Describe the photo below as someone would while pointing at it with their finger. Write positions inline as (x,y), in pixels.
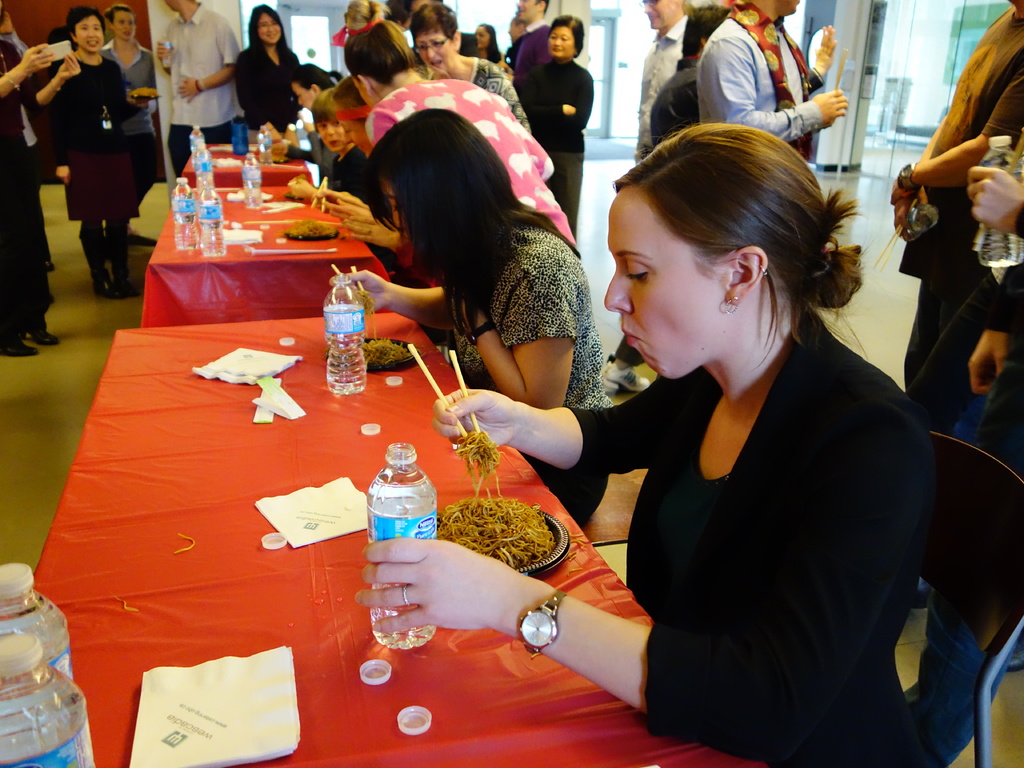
There are group of people (452,47) in this image sitting and standing. In the front (787,537) the woman (793,529) wearing a black colour dress (807,567) is sitting on chair (983,618) and having food (500,504). There is a table (207,501) in the center (343,452) with red colour cloth (171,533). On the table (165,562) there are water bottles (355,341), plate (402,365), and food (477,462) on it. There are tissues (255,368) on the table (290,468). In the background (121,76) there are persons (146,76) standing and having smile on their faces (93,46). At the right side (900,60) there is a wall (857,33), glass door (907,70) in the background (891,71).
